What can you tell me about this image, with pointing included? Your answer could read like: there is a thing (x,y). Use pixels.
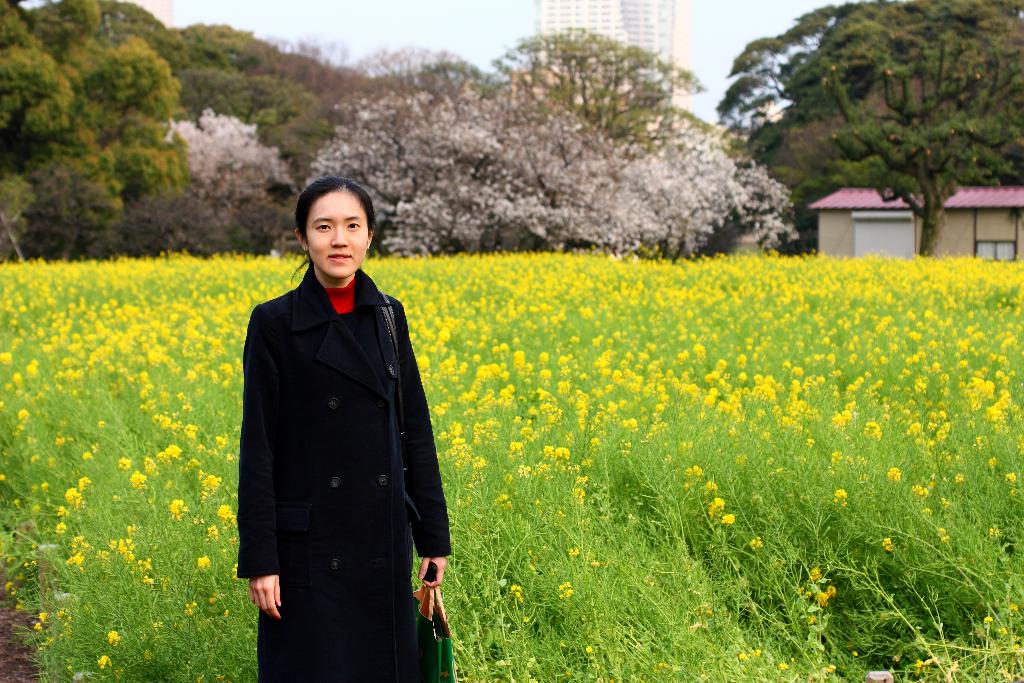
In this image I can see the person (314,474) standing and wearing the black and red color dress (328,366) and holding the bag (419,637). To the side of the person (301,478) I can see the yellow color flowers (660,378) to the plants (629,379). In the background (614,186) I can see the shed (971,229), many trees (621,106), building (646,42) and the sky (430,31).
